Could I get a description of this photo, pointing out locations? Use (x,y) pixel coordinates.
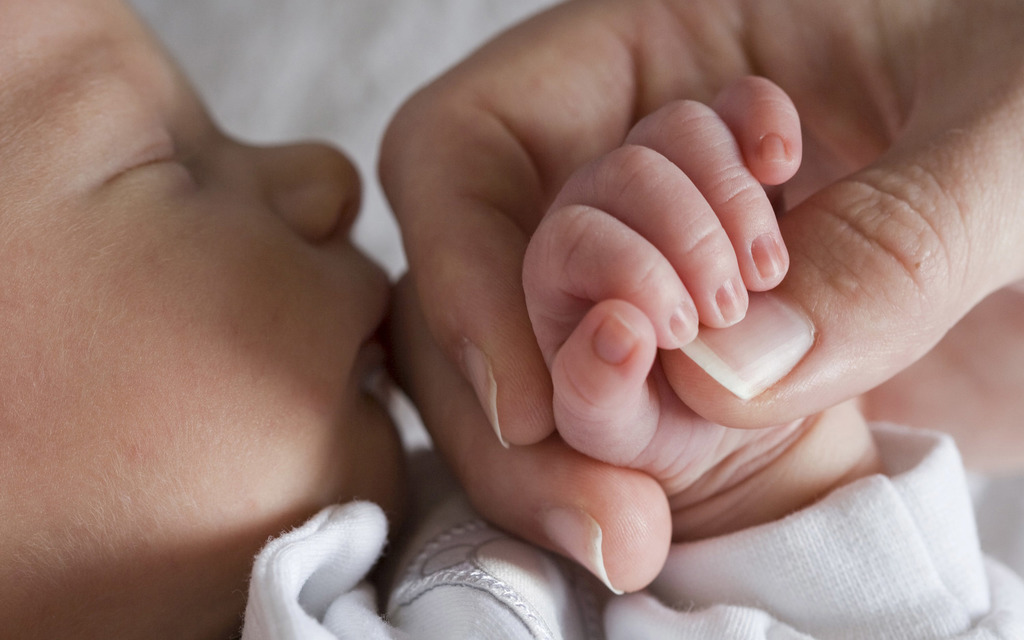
In this image we can find a sleeping baby (167,494) wearing a white dress (509,621), and a person's hand (822,185) is holding babies hand (646,195).
